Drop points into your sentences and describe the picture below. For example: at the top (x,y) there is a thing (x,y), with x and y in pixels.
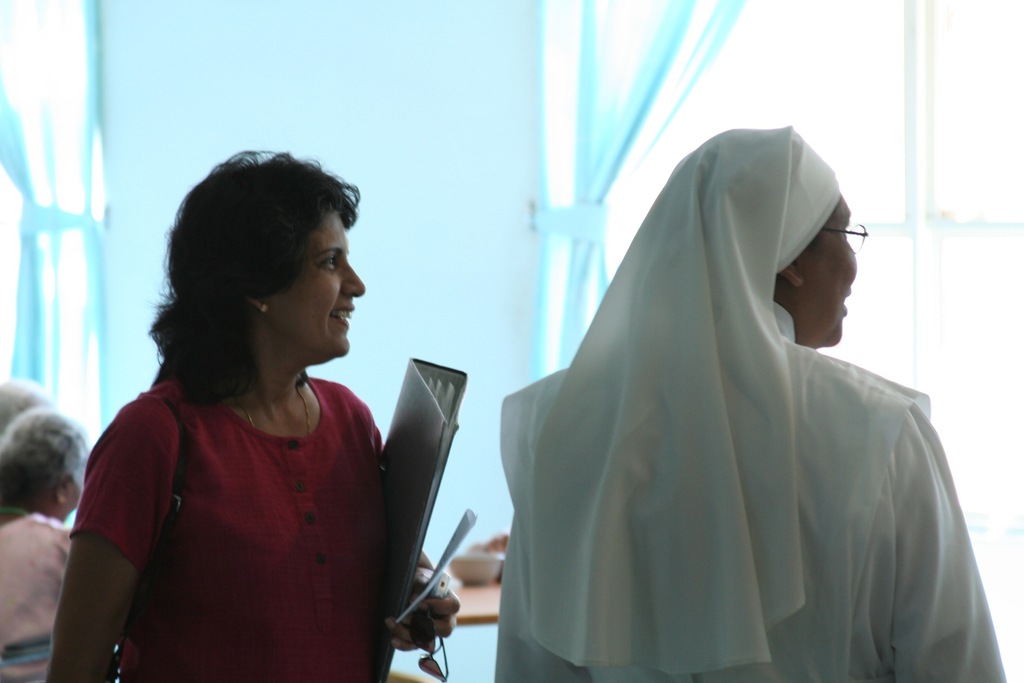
This picture seems to be clicked inside. On the right (805,397) there is a person (803,404) wearing white color dress (763,507). On the left (297,371) there is a woman (258,412) wearing red color top (242,508), holding some objects (408,567) and smiling. In the background (588,18) we can see the curtains (60,187) and group of persons (44,465) seems to be sitting and some other objects (484,590).
